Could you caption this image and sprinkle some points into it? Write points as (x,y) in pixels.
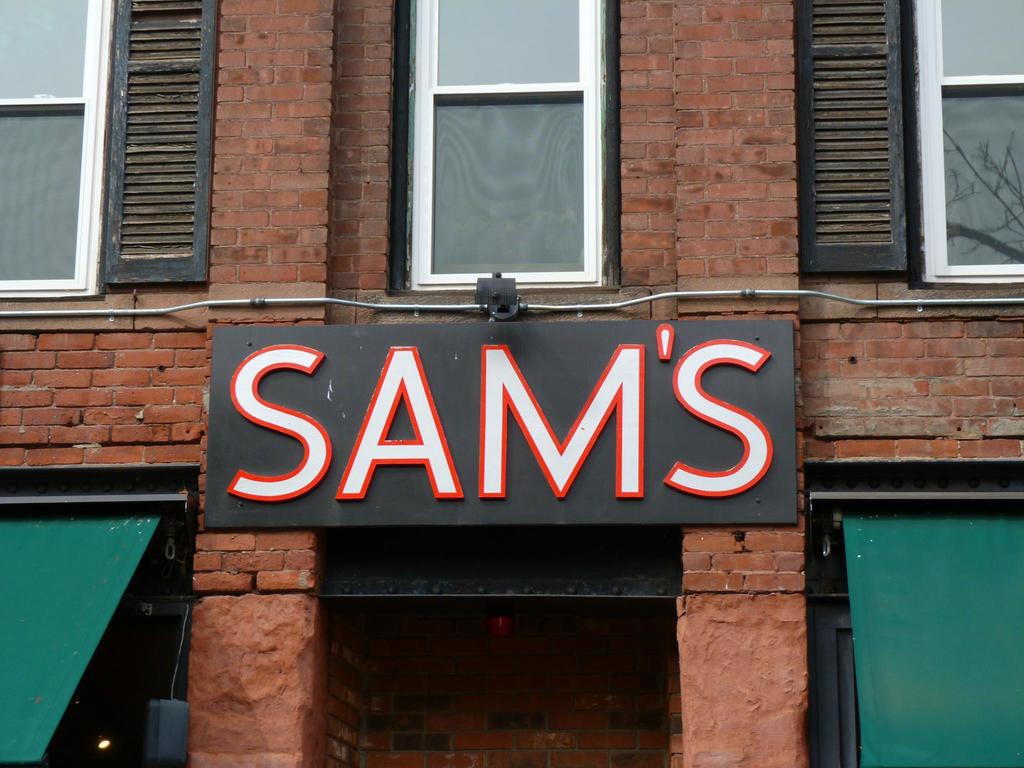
In this picture there is a board (587,428) on the wall (812,414), beside that we can see the wires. At the top (550,96) we can see windows (43,97), glass (969,122) and brick wall (768,106). In the bottom right corner (982,608) there is a green color cloth (876,647) near to the black door (838,678).
